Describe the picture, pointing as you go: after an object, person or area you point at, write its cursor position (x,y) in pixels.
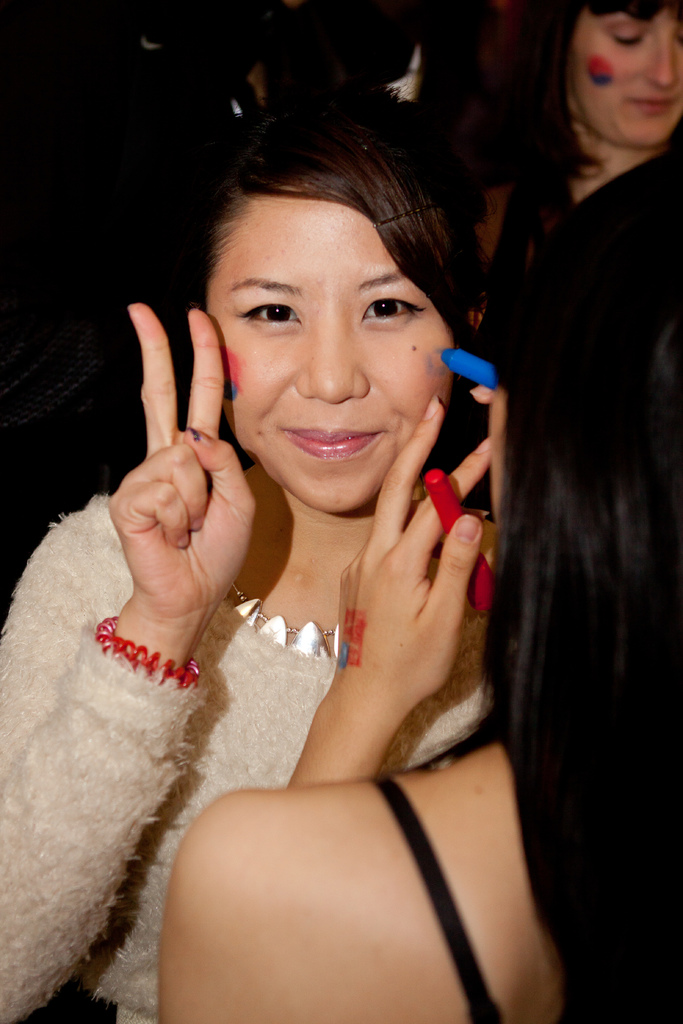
In this image there is a woman (317,193) with a smile (287,432) on her face (287,386), is gesturing with two fingers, around this woman (372,209) there are two other women (575,220) standing.
